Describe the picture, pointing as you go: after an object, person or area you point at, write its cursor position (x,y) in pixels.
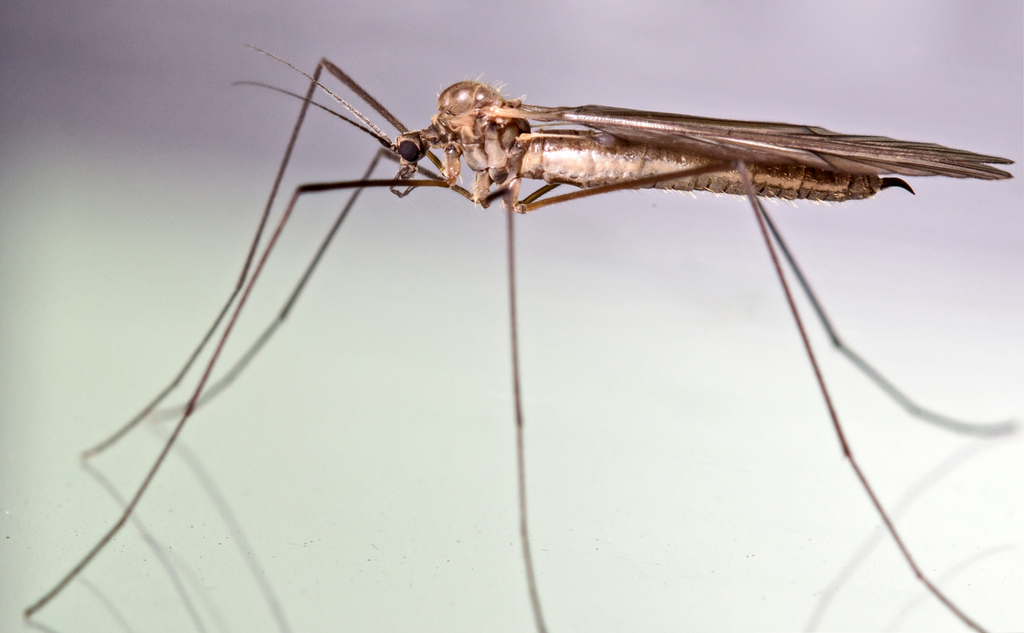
There is a mosquito (730,161) on a white surface (719,425).
